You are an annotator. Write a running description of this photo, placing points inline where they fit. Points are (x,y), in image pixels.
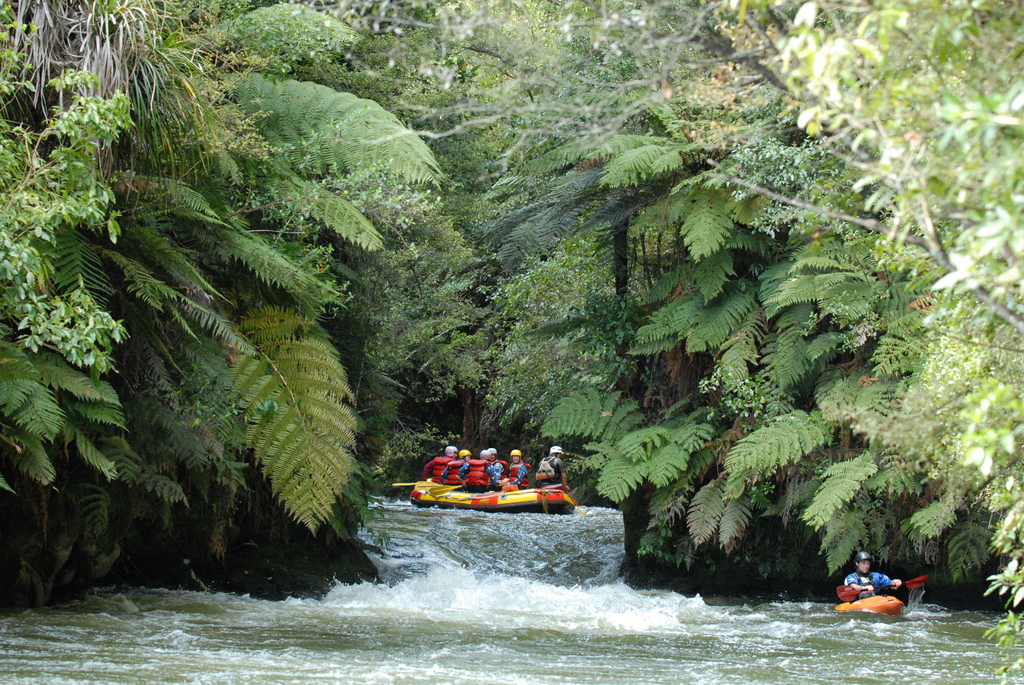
In this picture, we can see a few people (445,470) rafting in water (482,594), we can see trees (654,369) and the ground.
